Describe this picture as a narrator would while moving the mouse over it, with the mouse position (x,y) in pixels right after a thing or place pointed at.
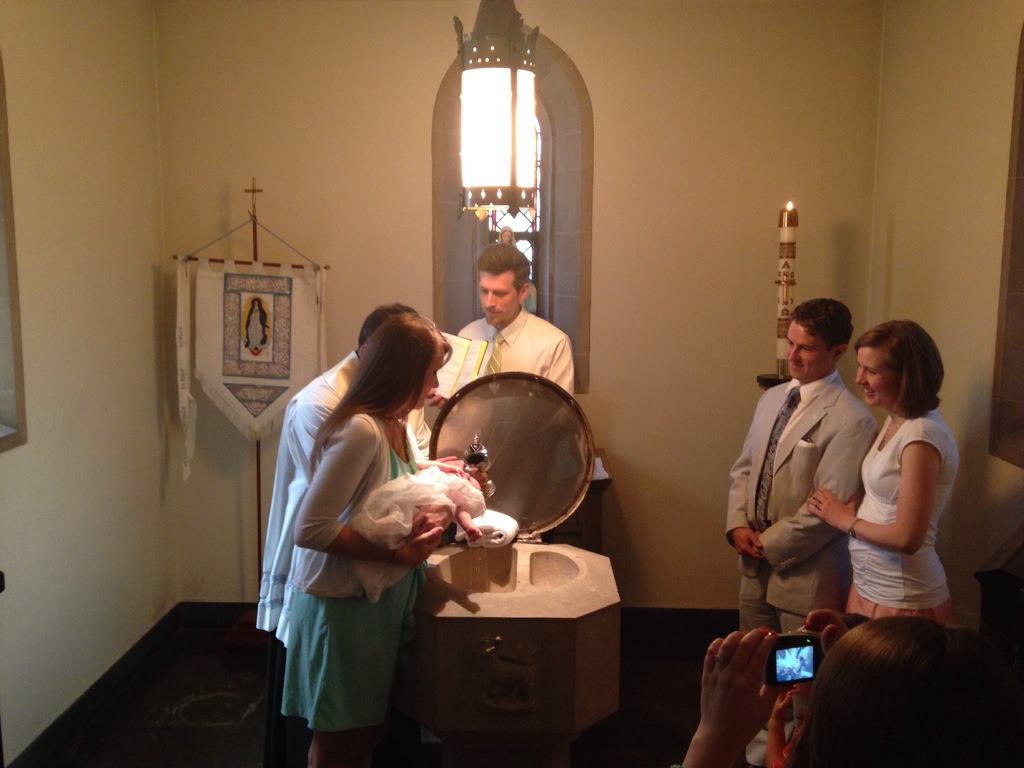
In this image, on the right side (884,643) there is a person (909,700) taking picture with a camera (793,638) and there is a man (814,402) and woman (839,510) standing, behind them there is a candle (787,341), on the left (54,542) there is a wall (114,450), in the middle (390,512) there is a woman (352,579) holding a baby (426,494) and a man (312,435) standing, in front of them there is an object (498,609), in the background (526,348) there is a person (511,341) standing and there is a wall (171,181), near the wall (179,187) there is a poster (250,318), at the top (513,146) there is a lamp (521,114).
